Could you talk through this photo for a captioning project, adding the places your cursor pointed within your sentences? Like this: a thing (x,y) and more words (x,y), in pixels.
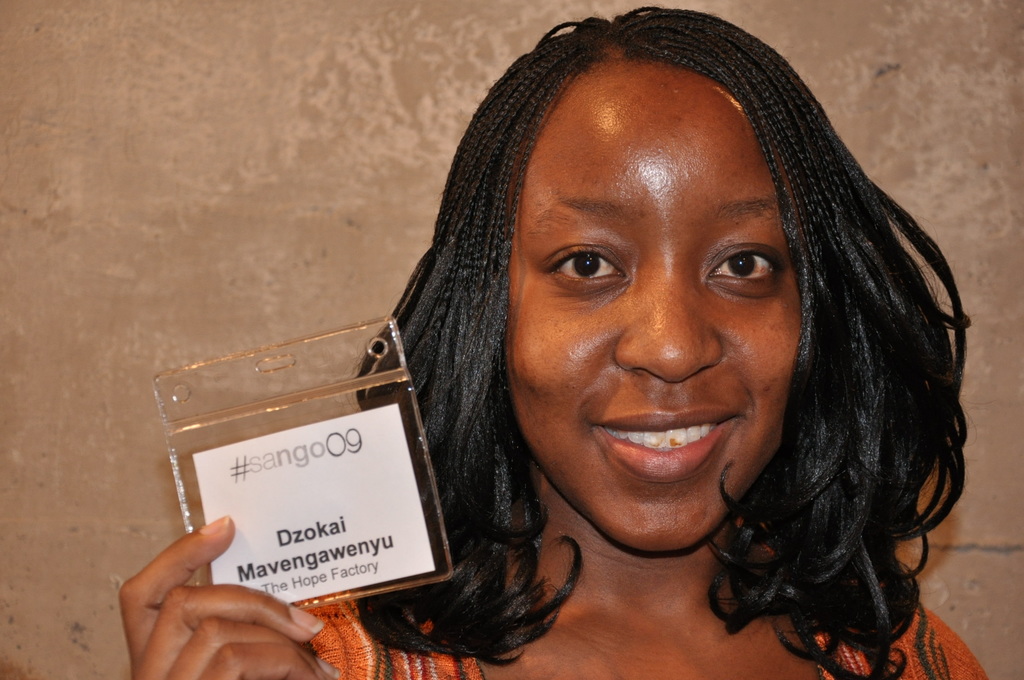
In this image, we can see a lady (563,441) holding an id card (281,455). In the background (196,175), there is a wall (162,226).
